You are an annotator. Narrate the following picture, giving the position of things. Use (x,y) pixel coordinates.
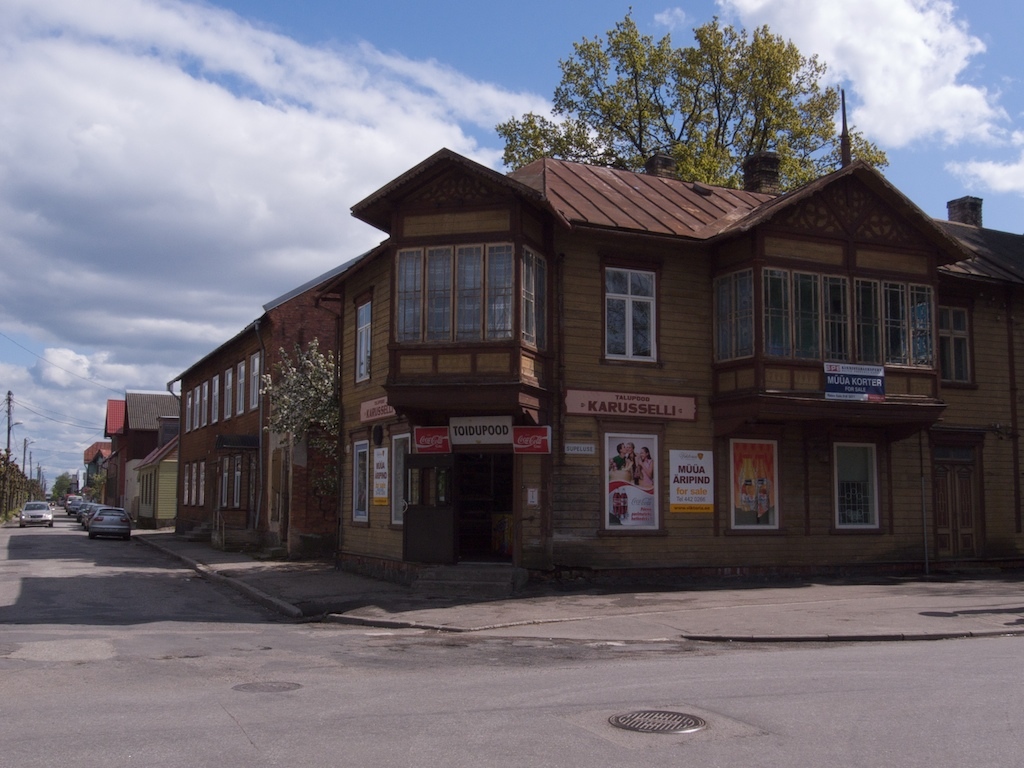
In this picture I can see there is a road (469,710) on to left (314,674) and right and there are few buildings (405,482) here at right (695,269) and they have windows (235,458) and doors (478,504). There are few cars (108,507) parked here at right side of the road (49,572) and there is a car (46,520) moving at left side of the road (6,542), there are few trees (11,470), electric poles (12,422) with cables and the sky (23,401) is cloudy.
